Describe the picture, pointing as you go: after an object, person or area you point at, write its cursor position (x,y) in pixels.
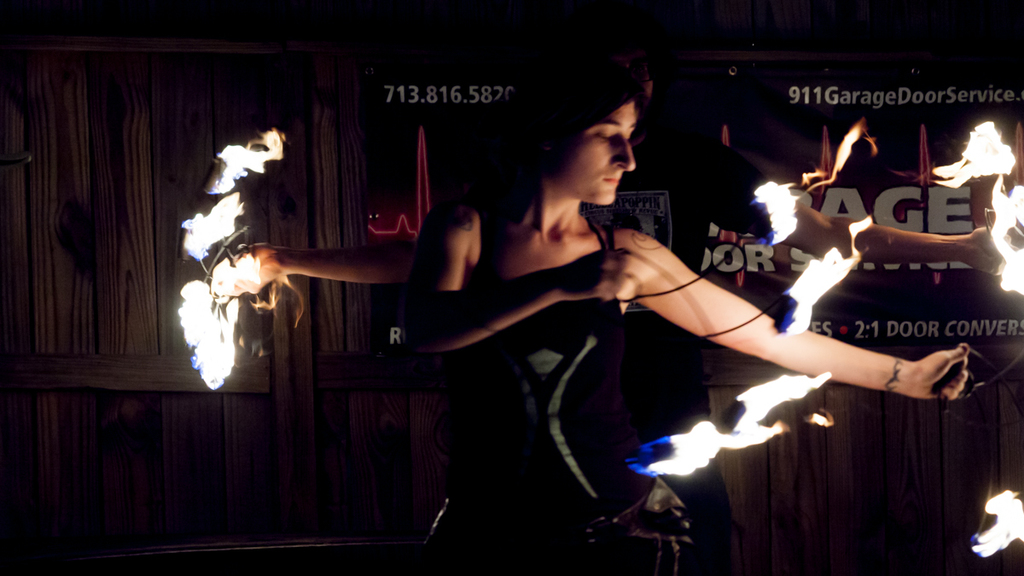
In this image person (474,339) standing and playing with fire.
